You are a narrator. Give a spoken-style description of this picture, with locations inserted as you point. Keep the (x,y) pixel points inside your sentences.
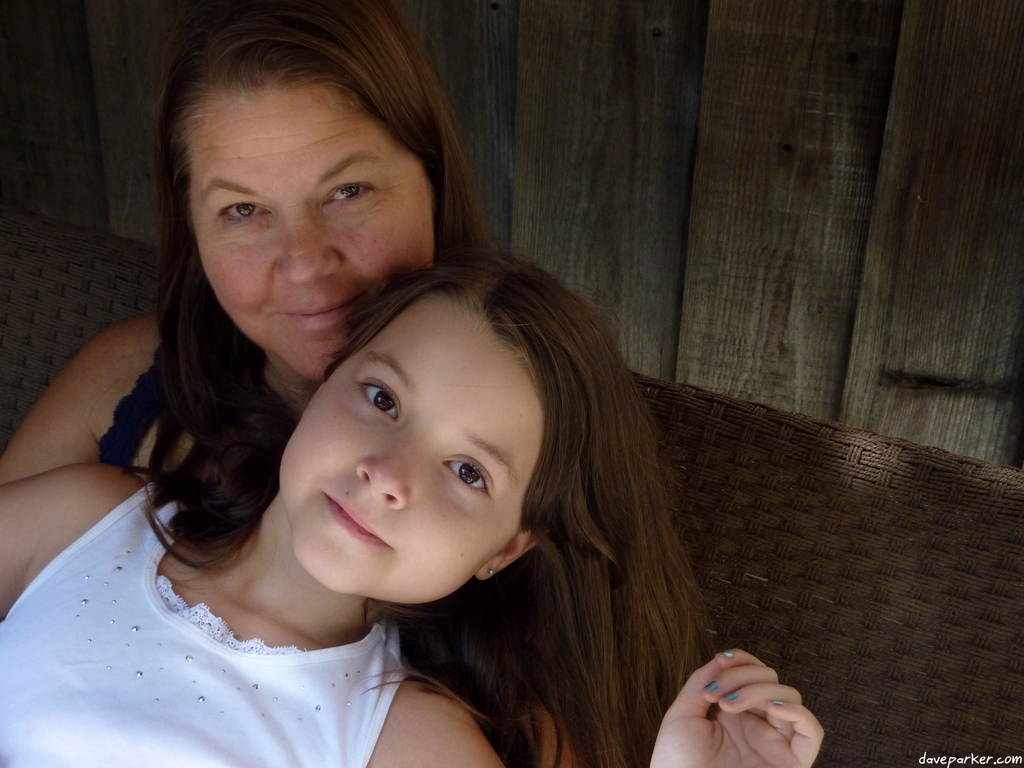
In this image, we can see two persons (603,650) in front of the wooden wall (725,205). There is an object (839,556) behind these two persons (419,563).
